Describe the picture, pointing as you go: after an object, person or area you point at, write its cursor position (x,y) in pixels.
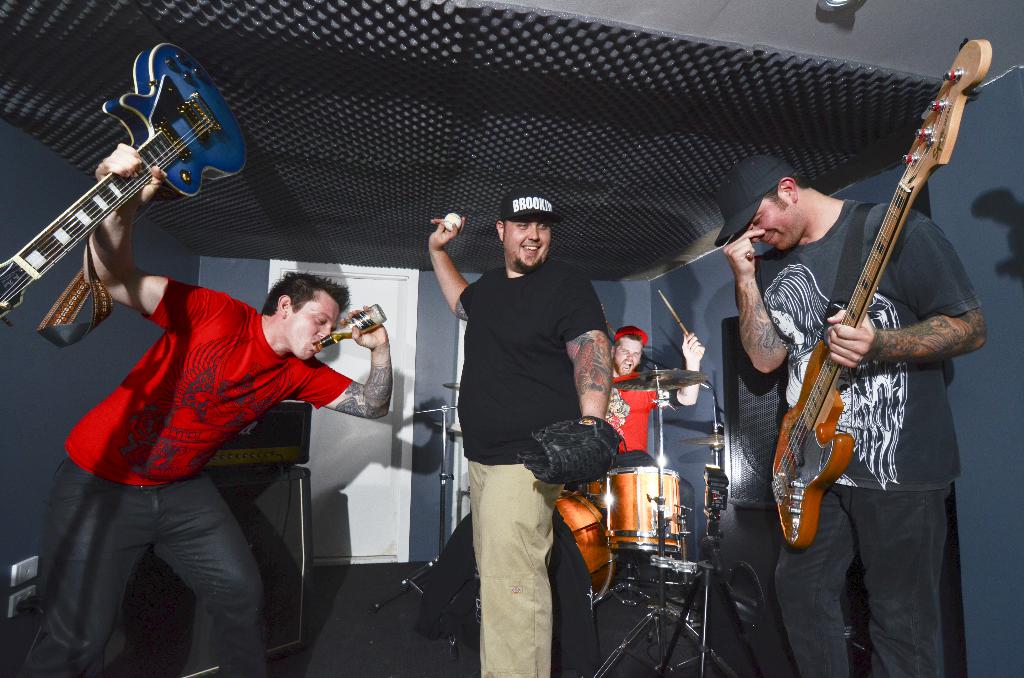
The people (620,418) are standing in a room (622,279). They are playing musical instruments (637,521).
